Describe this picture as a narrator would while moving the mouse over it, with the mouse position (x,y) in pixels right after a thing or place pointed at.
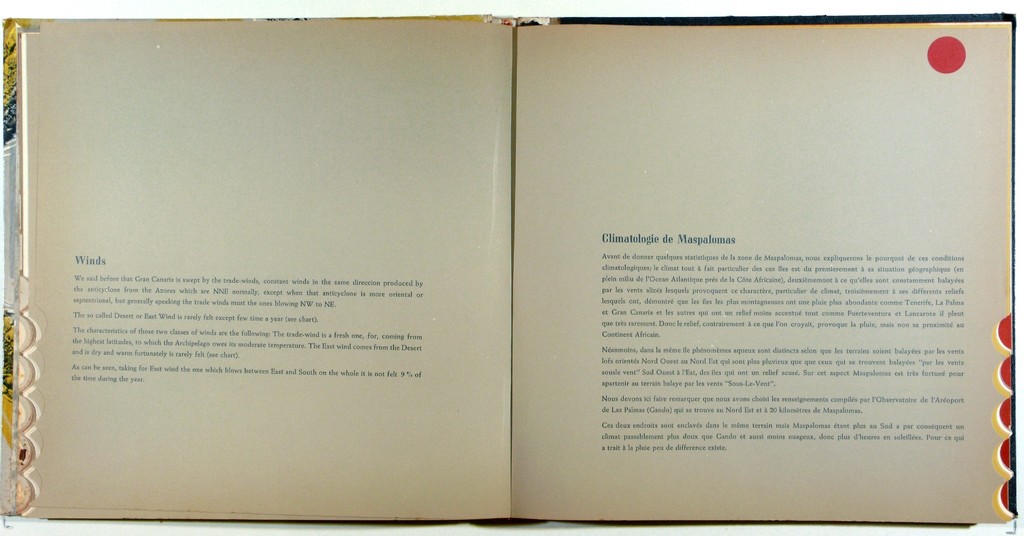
In this picture there is a book (675,140) and there is text (615,325) on the papers (662,189).
